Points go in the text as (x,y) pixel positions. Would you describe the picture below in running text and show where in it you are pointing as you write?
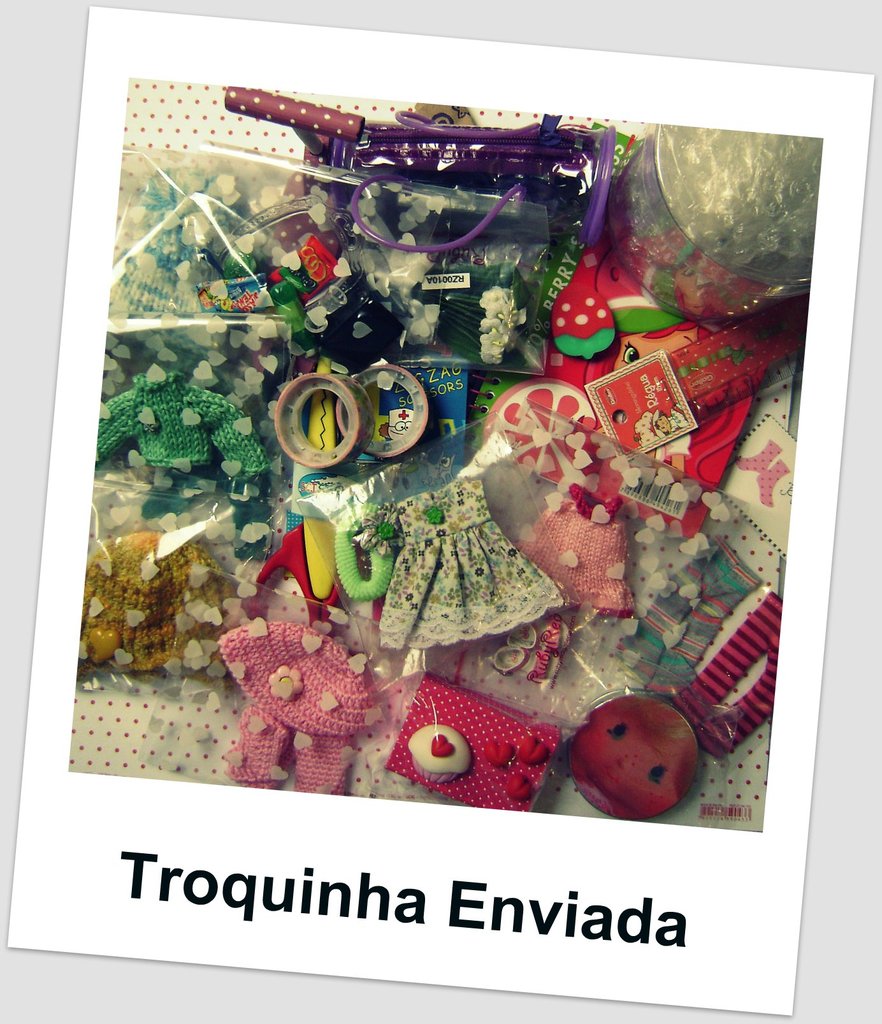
This is a zoomed in picture and an edited image. In the center (333,608) we can see the frock (413,528) and some other items (570,417). The background of the image (122,723) is white in color and there are many number of objects (240,582). At the bottom (664,931) that is a text (143,869) on the image.
